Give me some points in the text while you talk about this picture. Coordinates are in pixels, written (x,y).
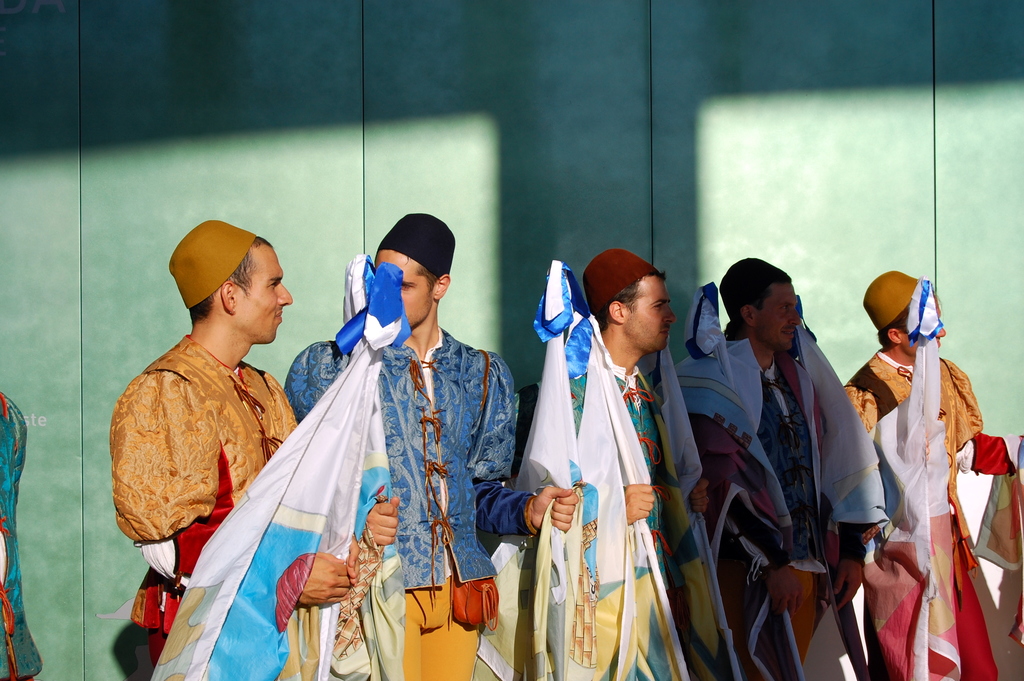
This is the picture of some people (267,439) who are wearing caps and holding something which is tied to the thread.
